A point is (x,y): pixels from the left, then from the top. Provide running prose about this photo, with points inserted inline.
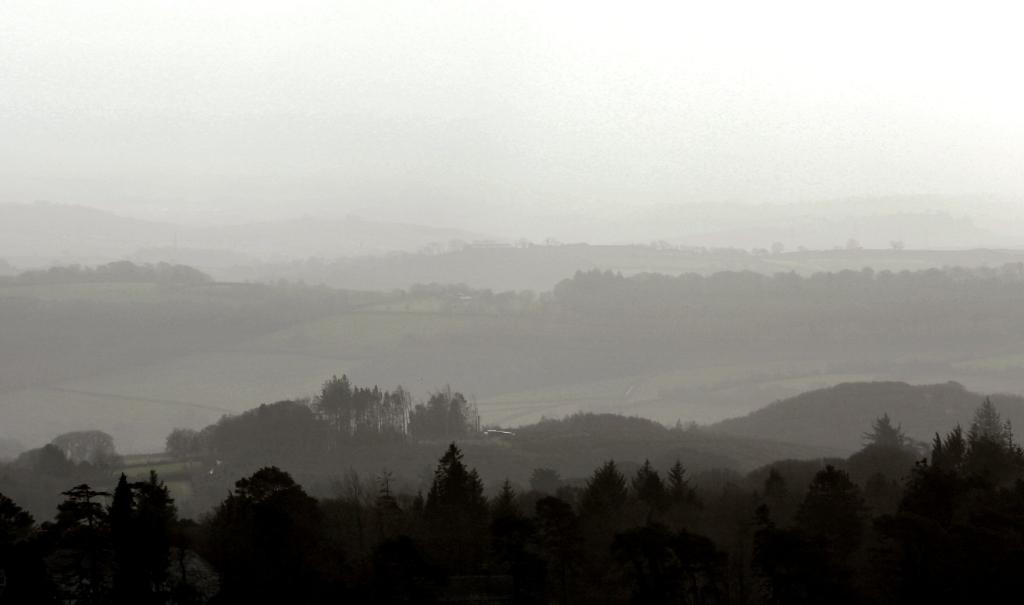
This image consists of an aerial view. In the front (461,457), we can see many trees (443,492) and plants (765,479). In the background (711,290), there are mountains (285,325). And the sky (982,150) looks cloudy.
